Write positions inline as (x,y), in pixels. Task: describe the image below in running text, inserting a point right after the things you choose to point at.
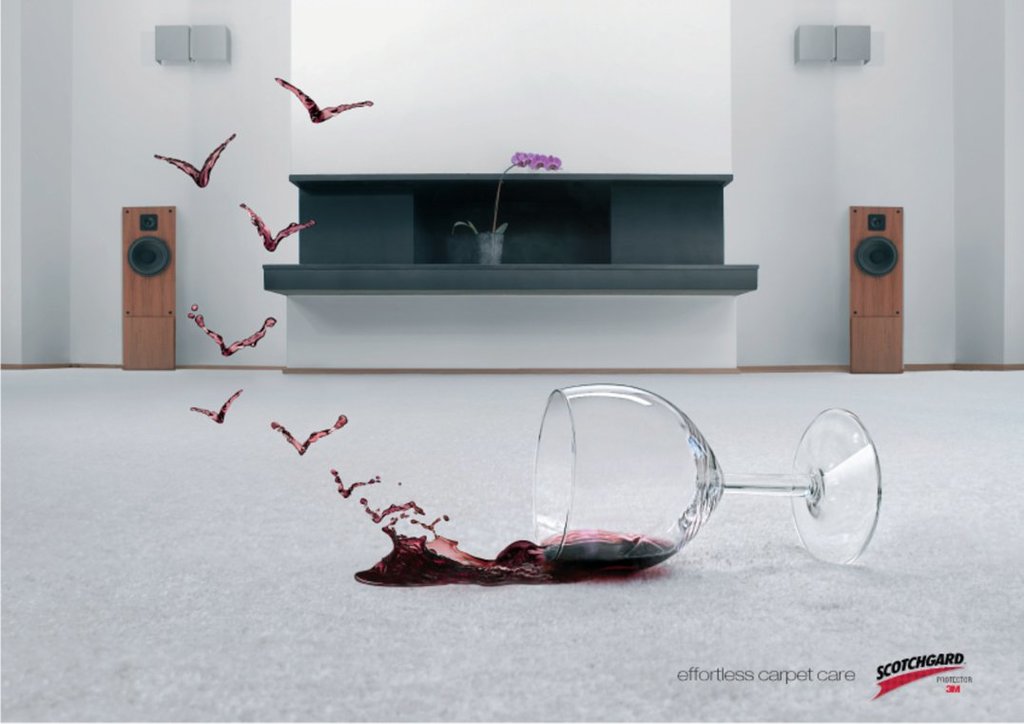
In this picture we can see a glass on the floor (488,602) and in the background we can see a wall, speakers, house plant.
